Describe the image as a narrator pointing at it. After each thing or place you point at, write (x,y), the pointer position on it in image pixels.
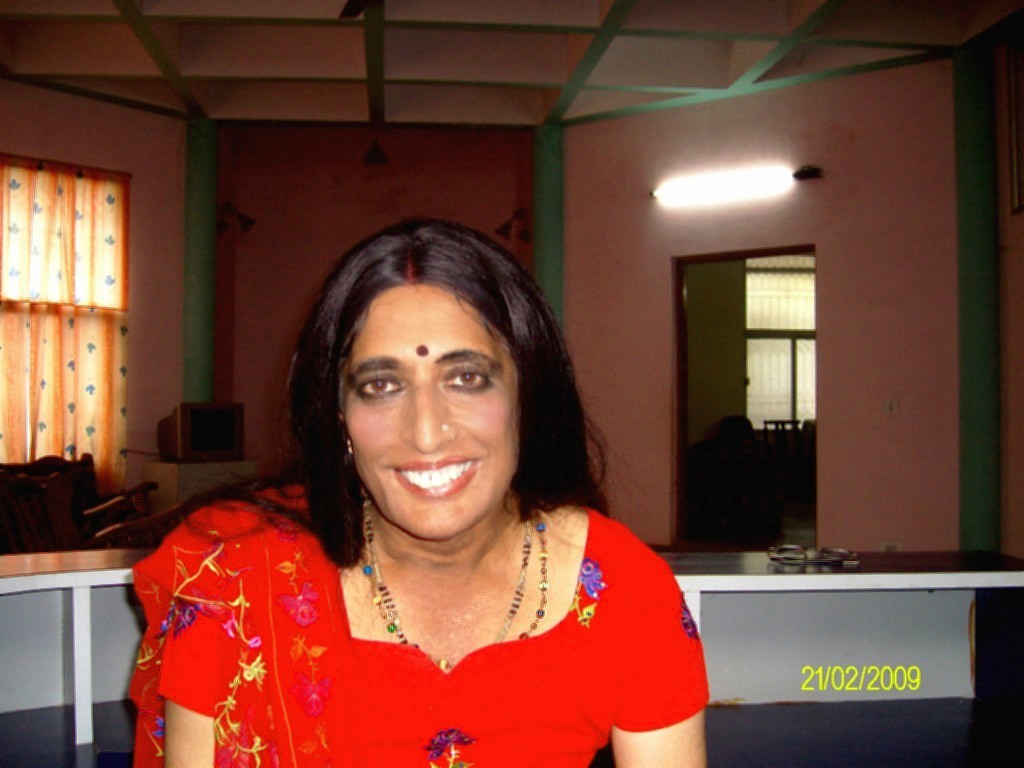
In the image we can see a woman (474,575) wearing clothes (297,583), neck chain (364,563), nose stud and she is smiling. Behind here we can see the window (751,316), curtains (61,364) and the television (216,422). Here we can see the wall (529,230), light (750,178) and on the bottom right (857,683) we can see the watermark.
